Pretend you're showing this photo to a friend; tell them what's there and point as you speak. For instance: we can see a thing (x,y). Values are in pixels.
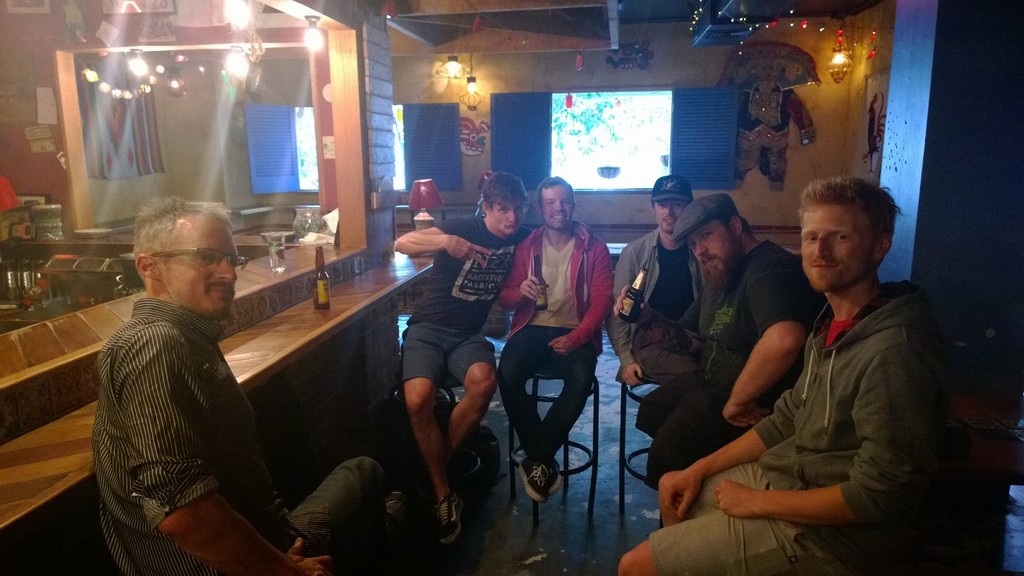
In this image I see men (488,347) who are sitting on stools (621,409) and I see that these both are holding bottles (543,293) in their hands (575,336) and I see the counter top (355,280) over here on which there is a bottle (317,283) and I see a glass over here. In the background (132,190) I see the lights (845,65) and I see the wall (474,115) on which there is art (744,61) and I see the windows (646,119) over here.
